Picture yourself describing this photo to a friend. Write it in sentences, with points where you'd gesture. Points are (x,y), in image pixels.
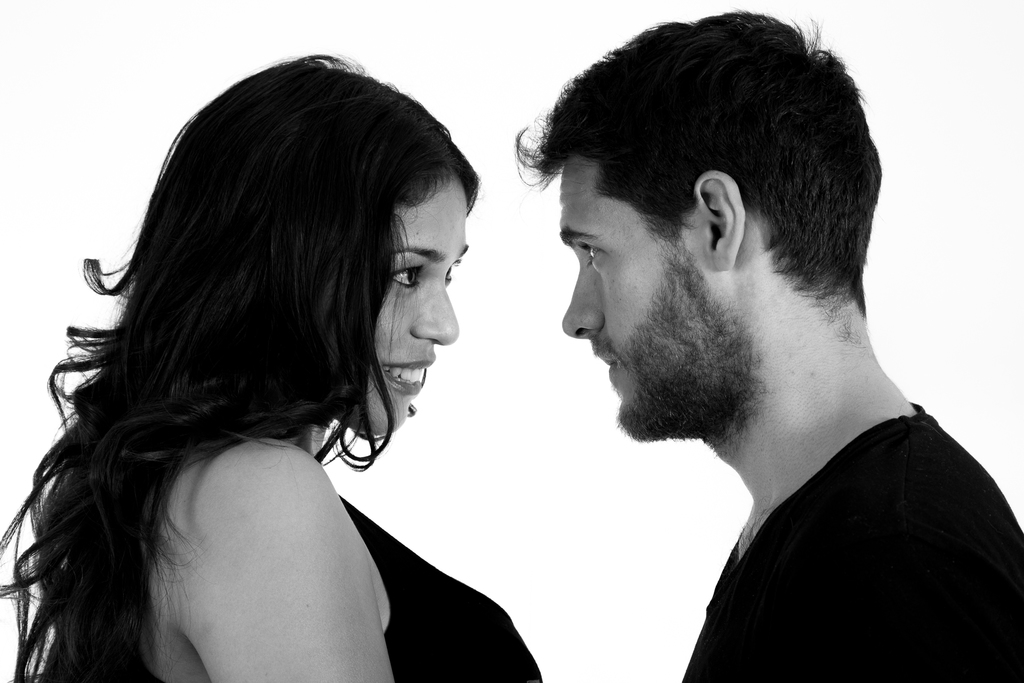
In this picture we can see a woman (219,661) smiling and a man (882,518) and they are looking at each other and in the background (799,8) it is white color.
